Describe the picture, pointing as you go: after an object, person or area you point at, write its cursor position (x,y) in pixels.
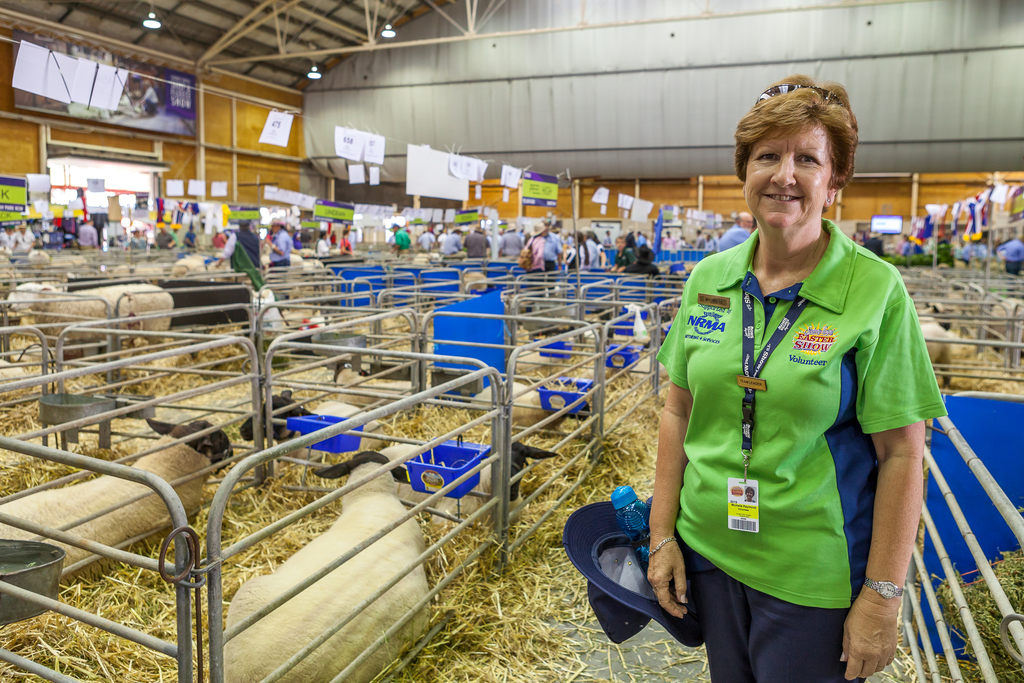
This image consists of group of sheep (244,589) kept in a fencing (277,453). To the right (770,302), there is a woman (792,472) wearing green t-shirt (835,470) is standing. In the background (482,110) there is a wall (492,140) along with poles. At the bottom (581,676), there is a floor (507,550).
